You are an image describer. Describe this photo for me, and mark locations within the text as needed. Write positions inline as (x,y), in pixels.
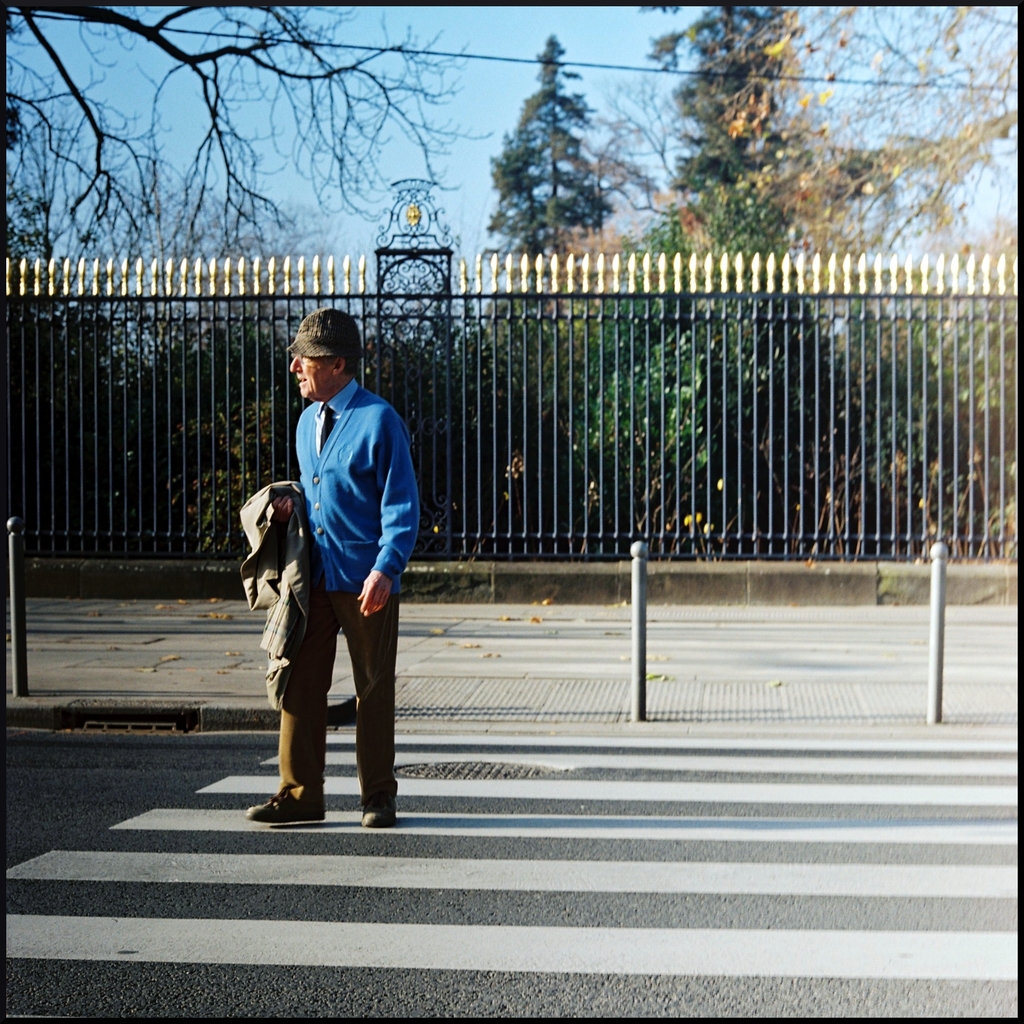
In the middle (372,403) I can see a person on the road (479,807). In the background (731,517) I can see a fence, trees (575,482) and wires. On the top (404,215) I can see the sky (404,111). This image is taken during a sunny day.
